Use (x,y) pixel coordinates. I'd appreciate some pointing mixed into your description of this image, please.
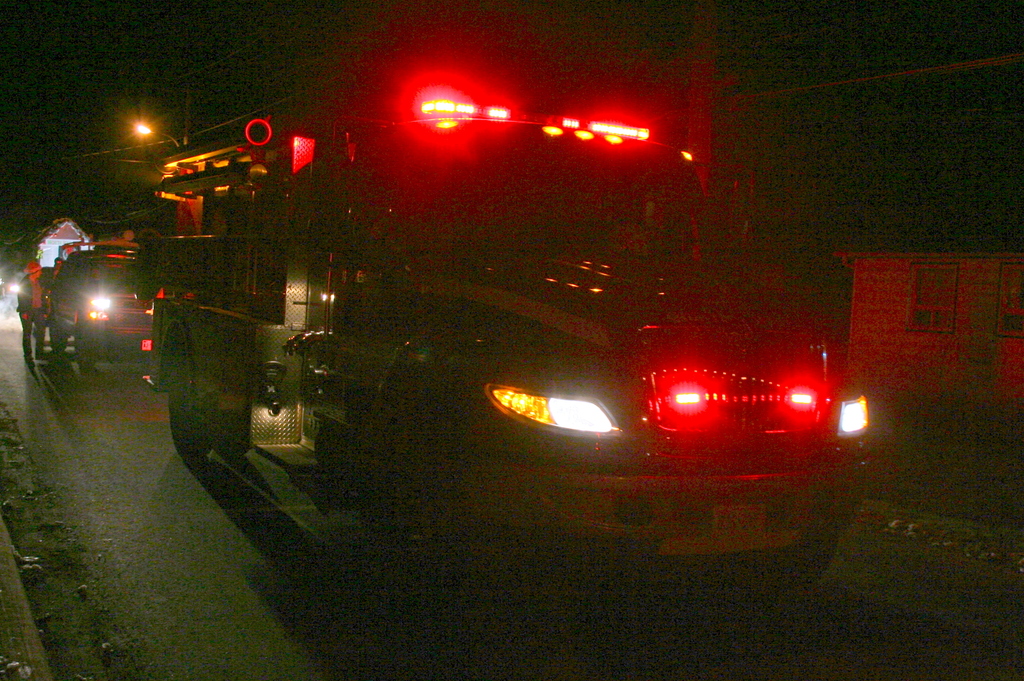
In this image we can able to see two vehicles (265,338) on the road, there are few persons (46,298), and also we can see few houses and a street light (152,129).
